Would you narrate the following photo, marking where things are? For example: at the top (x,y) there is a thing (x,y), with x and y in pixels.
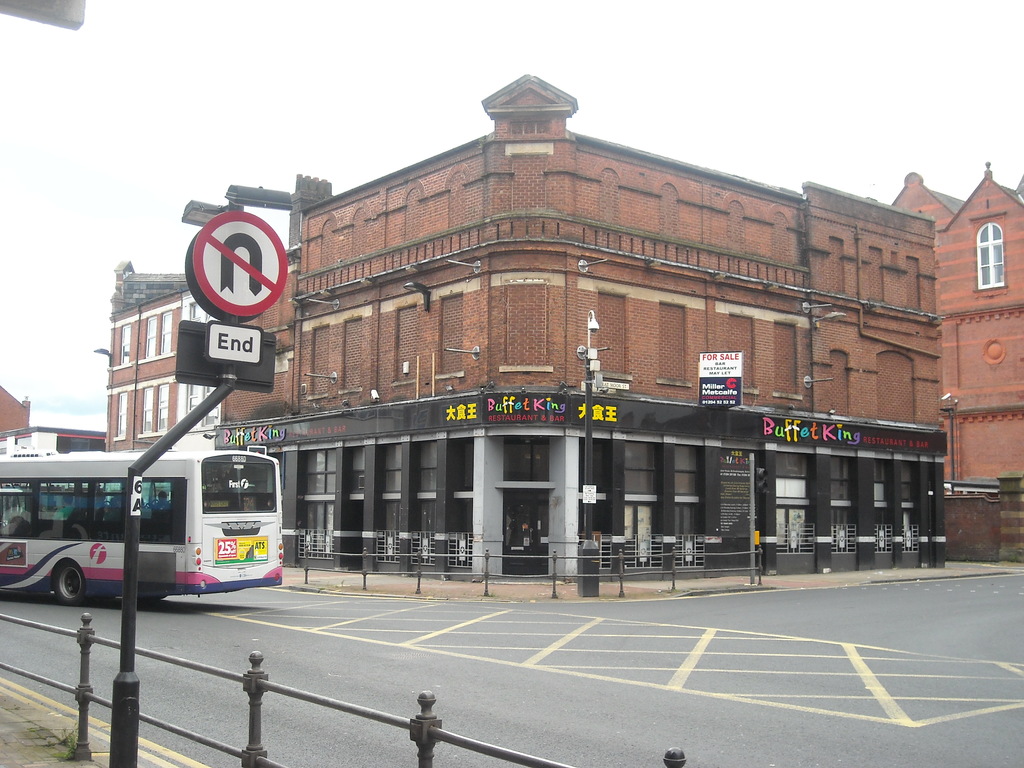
In this picture we can observe a road (496,651). There is a bus (113,536) on the left side (67,519) which is in white color. We can observe traffic sign board (239,267) fixed to the black color pole (131,721). There is a railing (85,650). In the background (539,352) we can observe brown color building (571,309) and a sky (571,82).
